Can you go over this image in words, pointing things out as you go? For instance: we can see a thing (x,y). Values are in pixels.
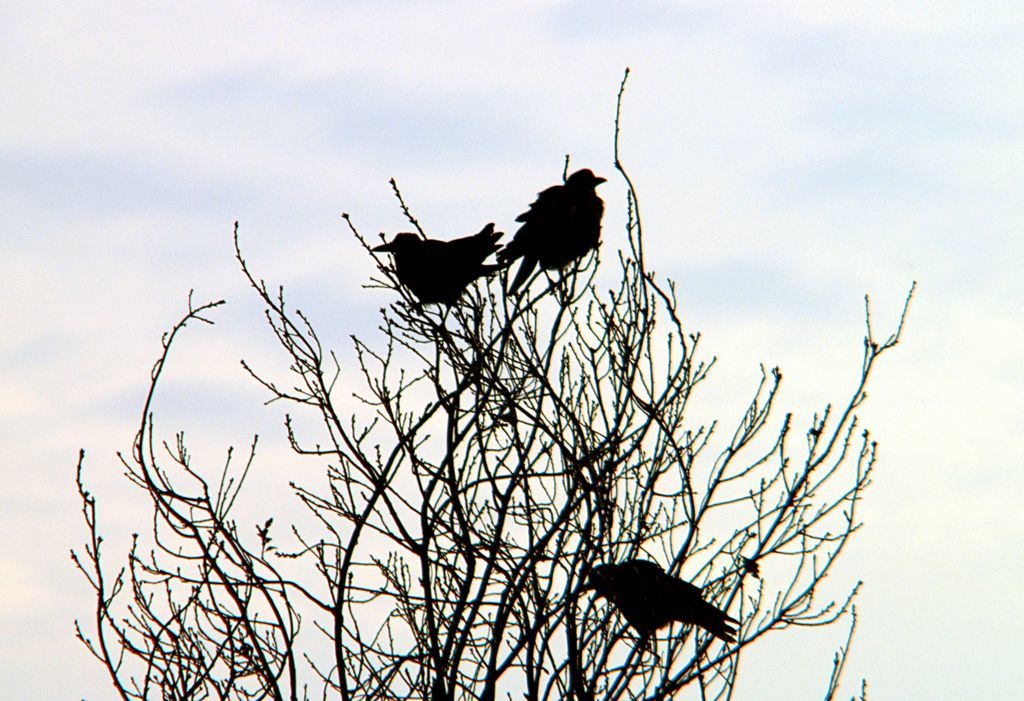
In this image there are three birds (599,581) sitting on a tree (422,480) as we can see in the bottom of this image (673,487) and there is a sky (553,122) in the background (612,148).
